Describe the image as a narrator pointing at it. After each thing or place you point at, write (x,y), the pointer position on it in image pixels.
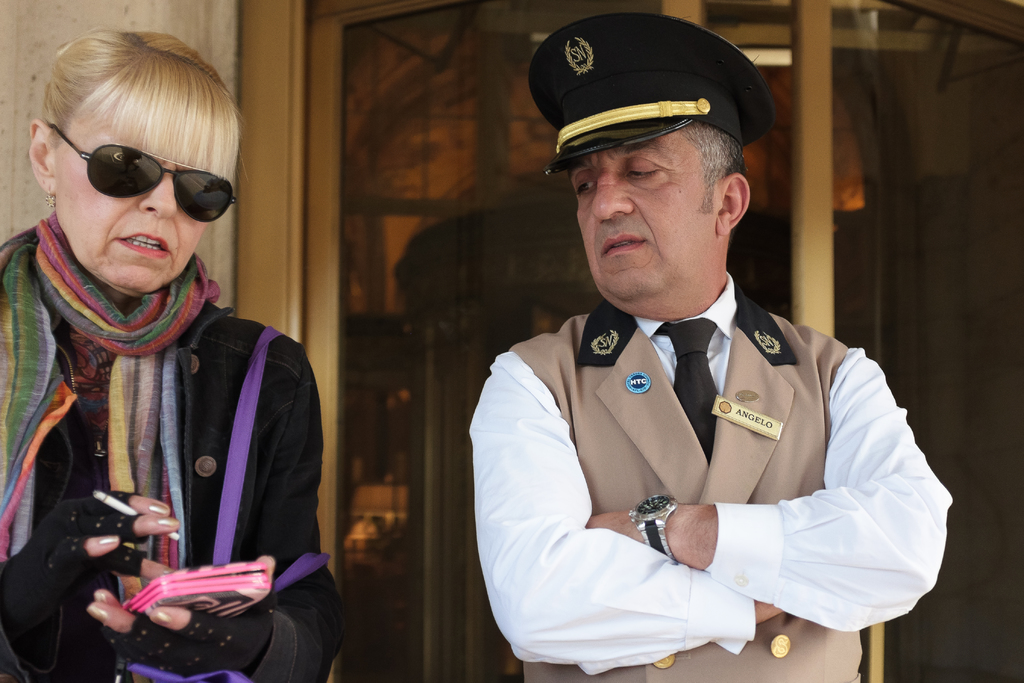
In this picture I can see a man (604,316) and a woman (139,198) standing and I can see a mobile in one hand (118,612) and a cigarette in the other hand (90,523), of the woman (110,268) and I can see she is wearing a scarf (122,412) and sunglasses (132,171) and man (684,60) is wearing a cap (686,44) on his head (675,139) and I can see a glass (535,7) in the background (788,38).
